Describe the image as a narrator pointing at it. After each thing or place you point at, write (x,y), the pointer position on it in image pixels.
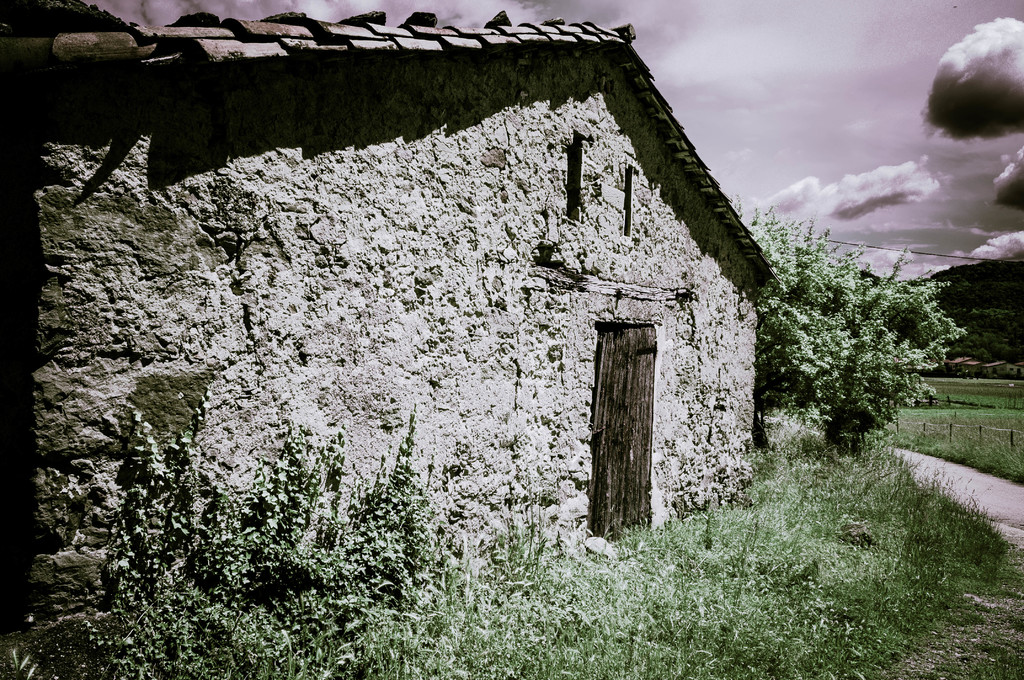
In this image we can see a building (667,368) with a door (637,428). To the right side of the image (791,386) we can see a tree (790,343) and in the background (1008,224), we can see a cloudy sky (883,126).
